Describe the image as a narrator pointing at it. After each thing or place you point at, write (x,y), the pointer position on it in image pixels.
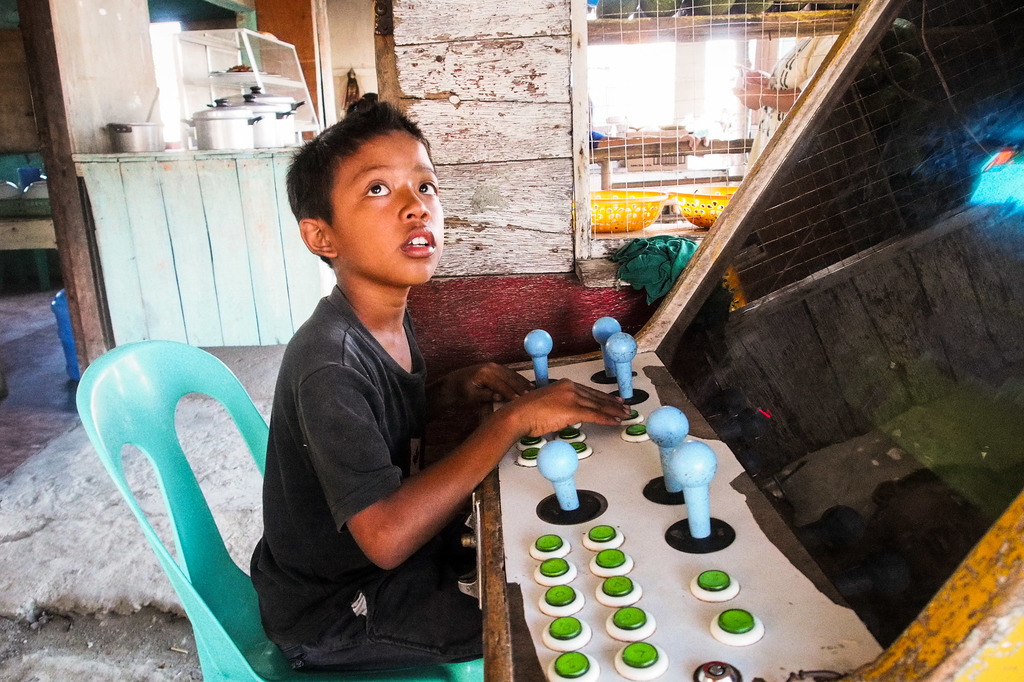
In this picture I can see there is a kid (332,251) sitting on the chair (223,667) and there is an object (728,521) at right side (787,457) with buttons (636,653). In the backdrop (497,81), there are few vessels (152,145) and a wooden wall (537,178).
